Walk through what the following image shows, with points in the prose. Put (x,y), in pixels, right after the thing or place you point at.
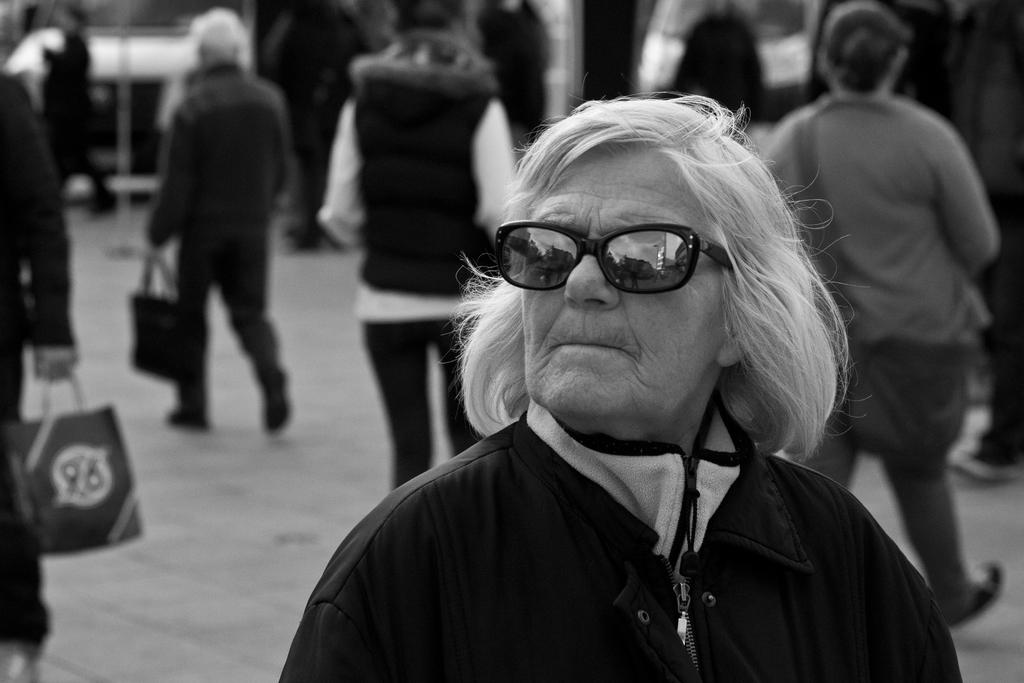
In this picture I can see there is a person (667,564) standing here and wearing goggles (611,284) and a black coat (526,576). In the backdrop (192,363) I can see there are some other people (401,292) walking holding carry bags (149,365) in their hands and there is a truck (142,105).
